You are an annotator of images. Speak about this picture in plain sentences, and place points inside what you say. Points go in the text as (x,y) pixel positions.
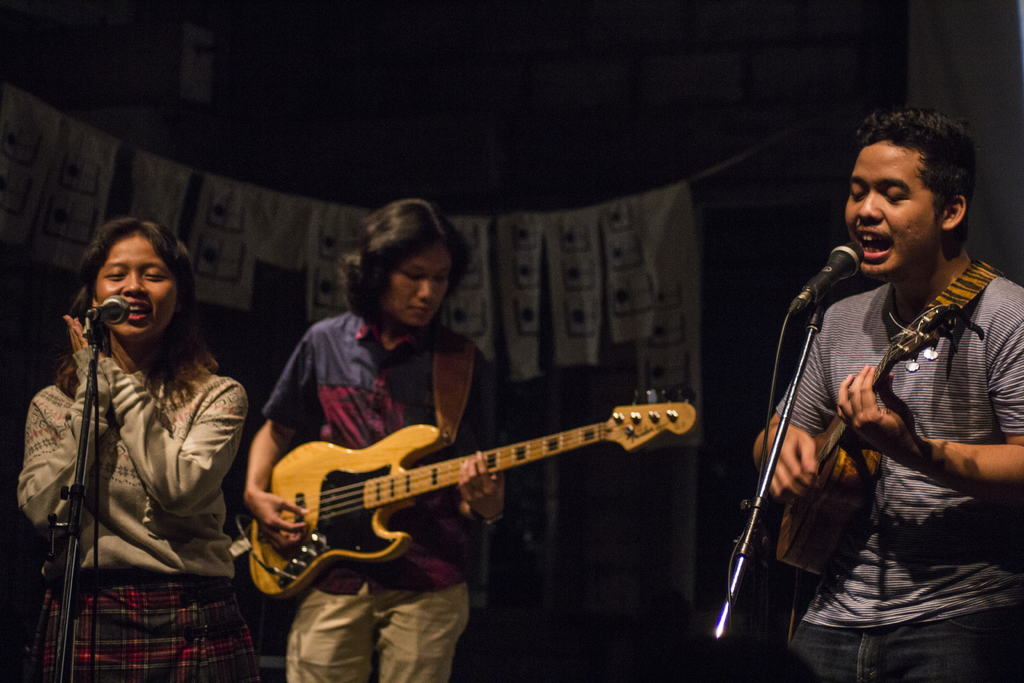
In this image there are three persons (981,360) who are playing musical instruments (321,503) and singing together.
